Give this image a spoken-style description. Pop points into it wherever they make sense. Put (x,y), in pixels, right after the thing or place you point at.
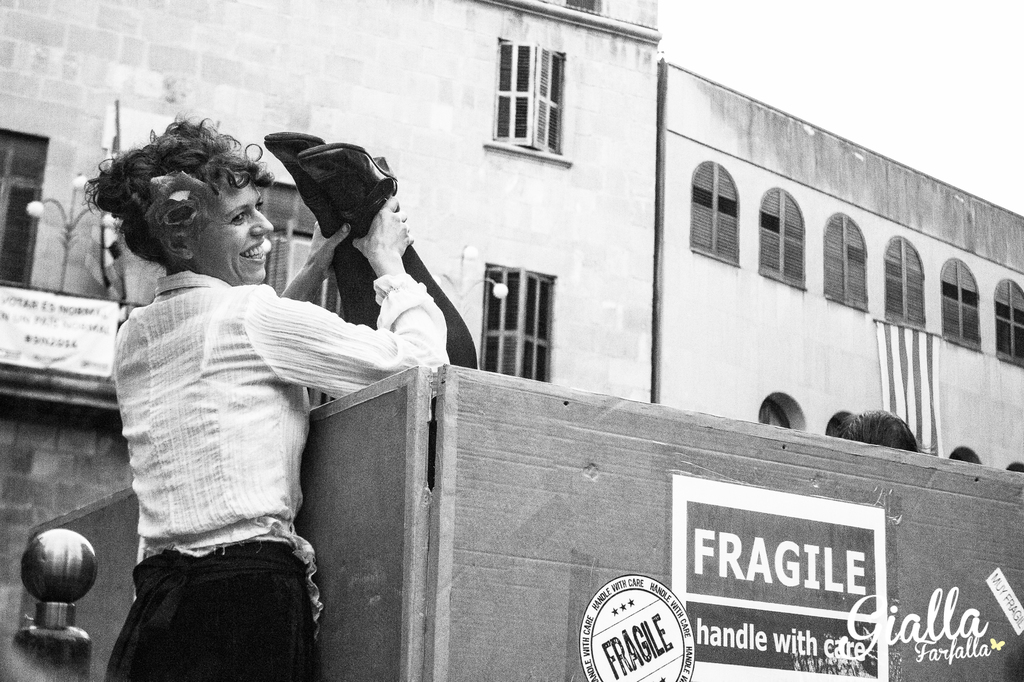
This is black and white image, in this image a woman (205,448) holding legs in a box (96,508), in the background (993,395) there are buildings (993,395).
